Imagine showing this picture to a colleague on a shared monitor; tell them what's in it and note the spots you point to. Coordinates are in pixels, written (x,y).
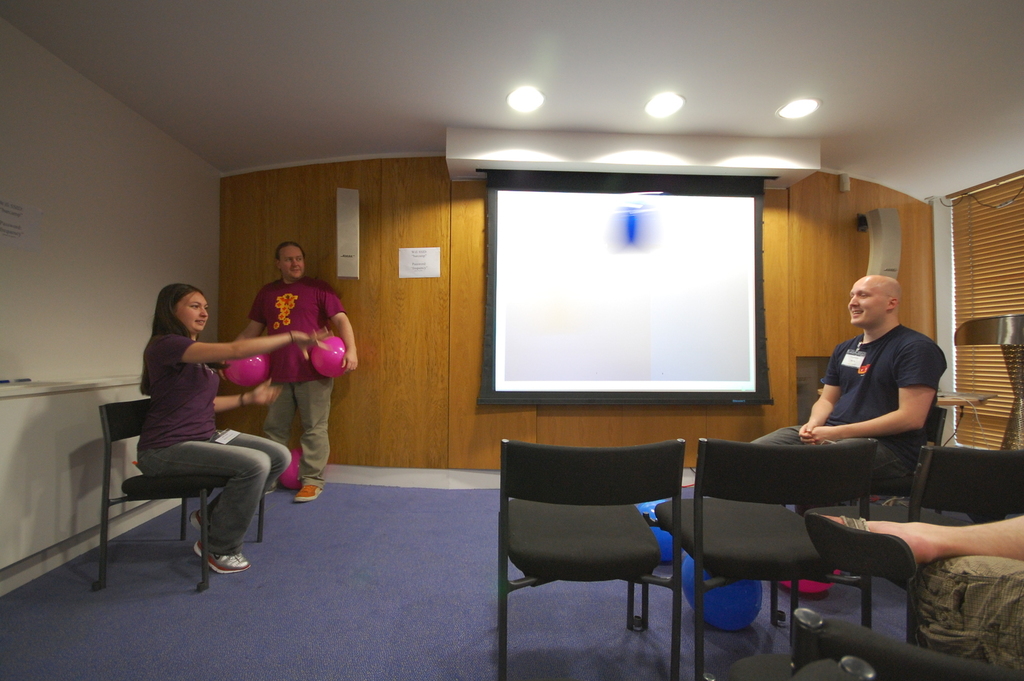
In this image, we can see persons (870,384) wearing clothes (170,384) and sitting on chairs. There is a person (312,367) holding balloons (336,342) and standing in front of the wall (376,296). There is a screen (571,345) in the middle of the image (519,305). There are person legs (941,534) and chairs (584,529) in the bottom right of the image (949,469). There is a window blind (968,308) on the right side of the image (995,278). There are light (512,98) on the ceiling (556,119) which is at the top of the image (507,44).
